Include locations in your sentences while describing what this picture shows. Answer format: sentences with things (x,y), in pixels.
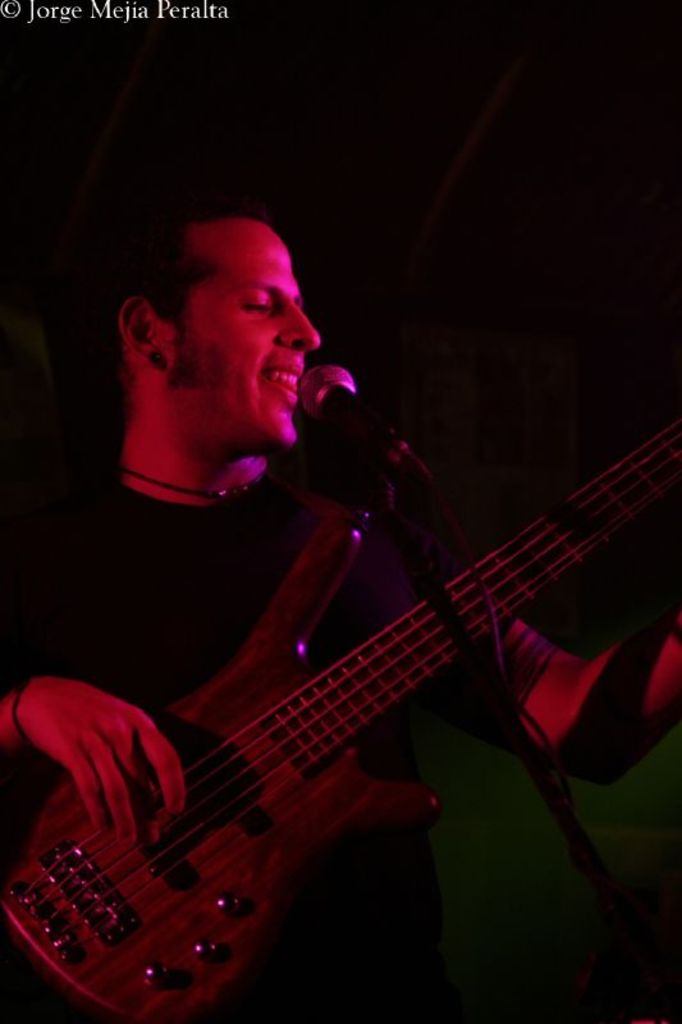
A person (203,631) playing a guitar (200,791) in front of him a microphone (365,421) is present, he is wearing a black shirt (137,648) he is standing.
